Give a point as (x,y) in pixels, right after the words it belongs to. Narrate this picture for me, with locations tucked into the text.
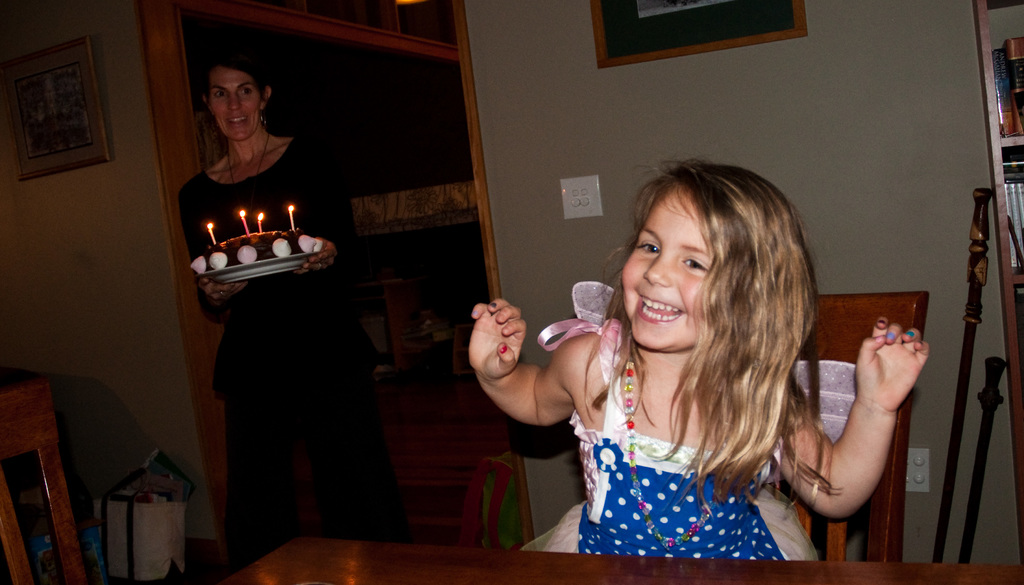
In this image we can see a girl (677,522) is sitting on a chair (883,490) at the table (522,554) and on the left side (268,433) we can see a woman (264,294) is holding a plate (262,269) with candles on the cake (243,257) on it. In the background (135,168) there are frames (55,100) on the wall (964,452), bags (40,551), books (1023,96) on the racks (991,102), wooden sticks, chairs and other objects (394,372).
